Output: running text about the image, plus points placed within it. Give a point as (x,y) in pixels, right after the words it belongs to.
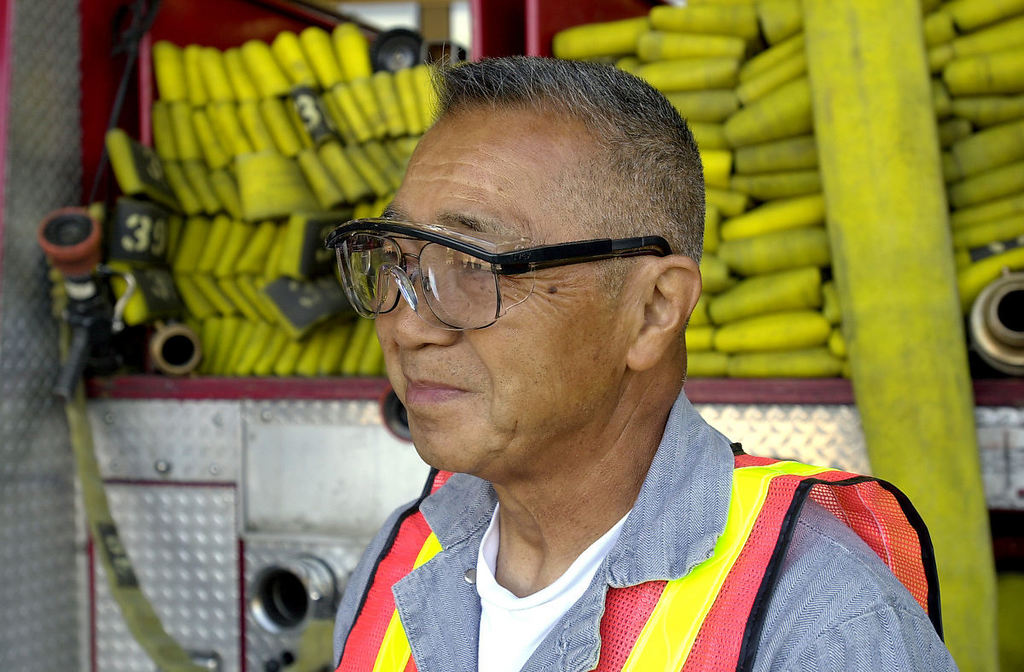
In this image in front (361,669) there is a person (577,458) wearing the smile of his face (487,362). Behind him there is a fire truck (229,18) and we can see water pipes (286,134) on the fire truck (774,435).
